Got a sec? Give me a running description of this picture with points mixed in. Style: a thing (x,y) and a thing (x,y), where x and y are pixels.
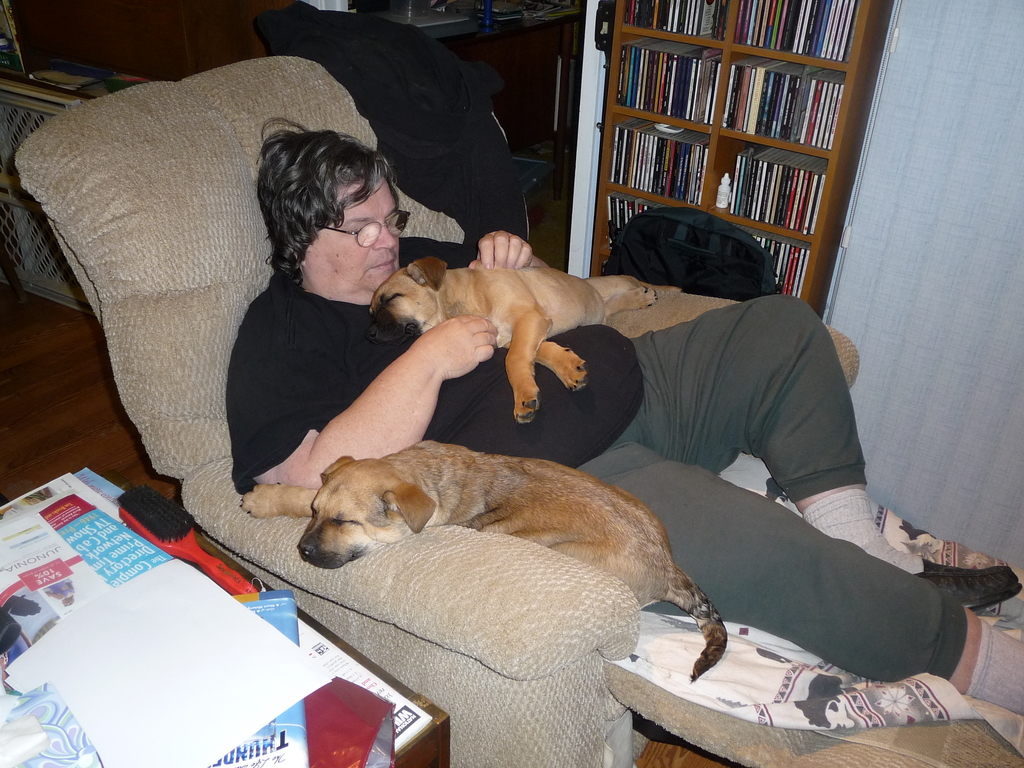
In this image in the front (53,618) there is a table (315,733) and on the table (85,649) there are papers (130,639) and there is a brush (177,554). In the center (397,326) there is a sofa (151,291) and on the sofa (151,291) there is a person (648,482) and on the person (424,411) there are dogs (453,479). In the background (477,107) there are shelves (853,114) and in the shelf (710,128) there are objects (736,85), there is an empty chair (402,129) and there is a bag (735,261) which is black in colour.
